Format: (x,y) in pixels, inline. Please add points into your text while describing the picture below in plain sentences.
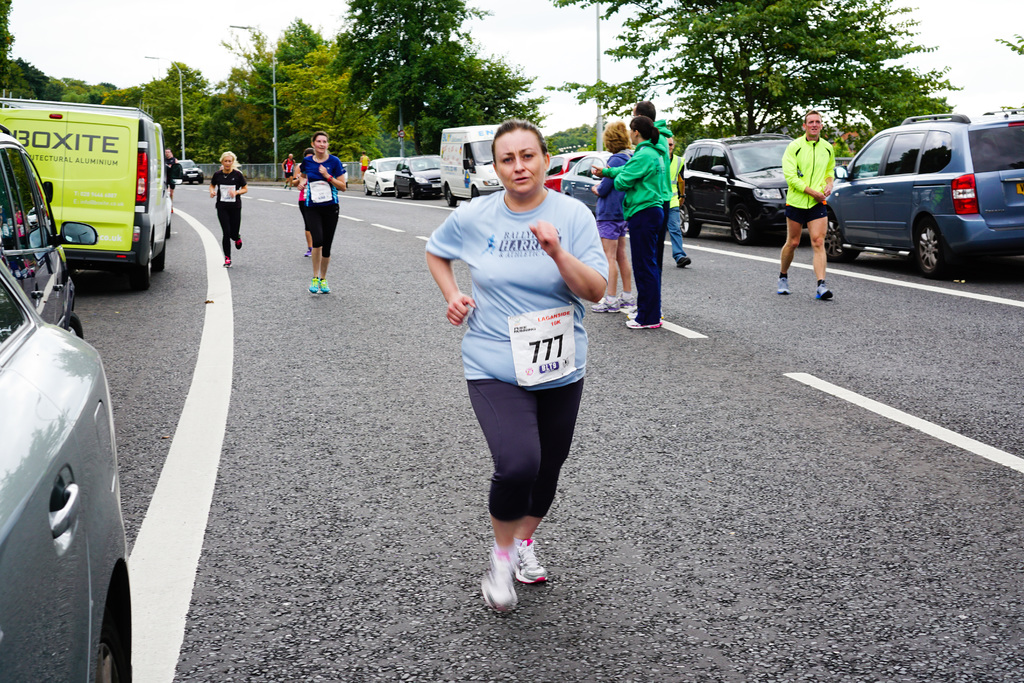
In this picture, I can see a group of people (601,266) running on the road (386,254) and towards right (908,238), I can see few cars (961,196) which are parked and trees (398,48), electrical poles (236,26) which includes lights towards left (90,248) i can see few other vehicles (92,251) are parked.
